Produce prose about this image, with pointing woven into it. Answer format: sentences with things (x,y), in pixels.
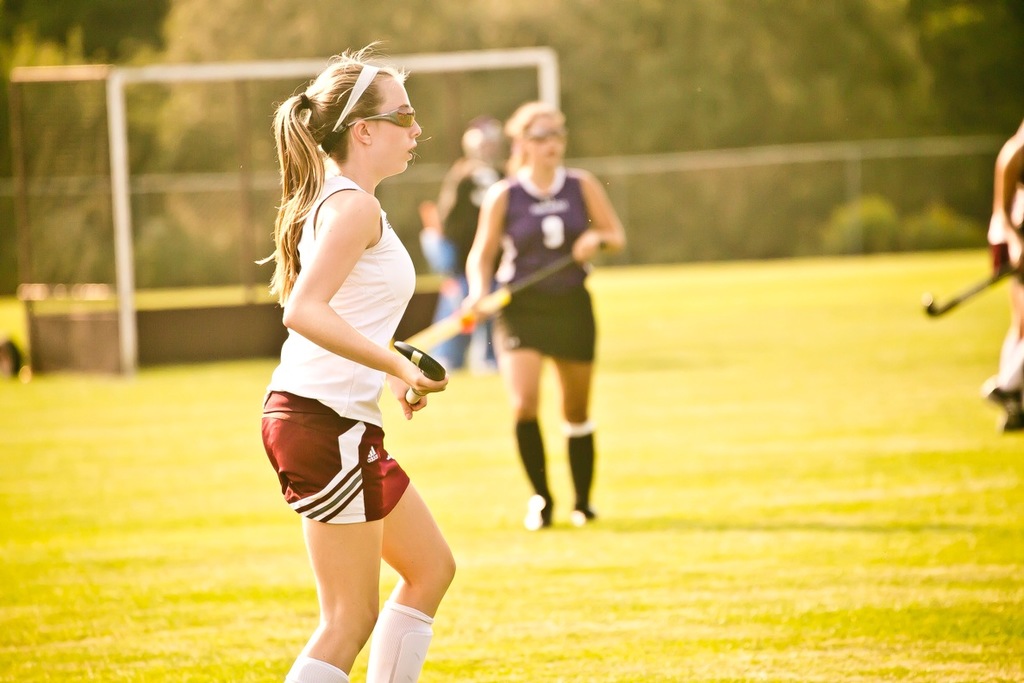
In this image we can see a group of people (585,218) standing on the ground (608,499). One woman (358,404) is wearing a white t shirt (327,367) is holding a stick (438,373) in her hands (419,388) and wearing goggles (397,113). In the background (109,89), we can see a goal post (70,289), a group of trees (428,163).
